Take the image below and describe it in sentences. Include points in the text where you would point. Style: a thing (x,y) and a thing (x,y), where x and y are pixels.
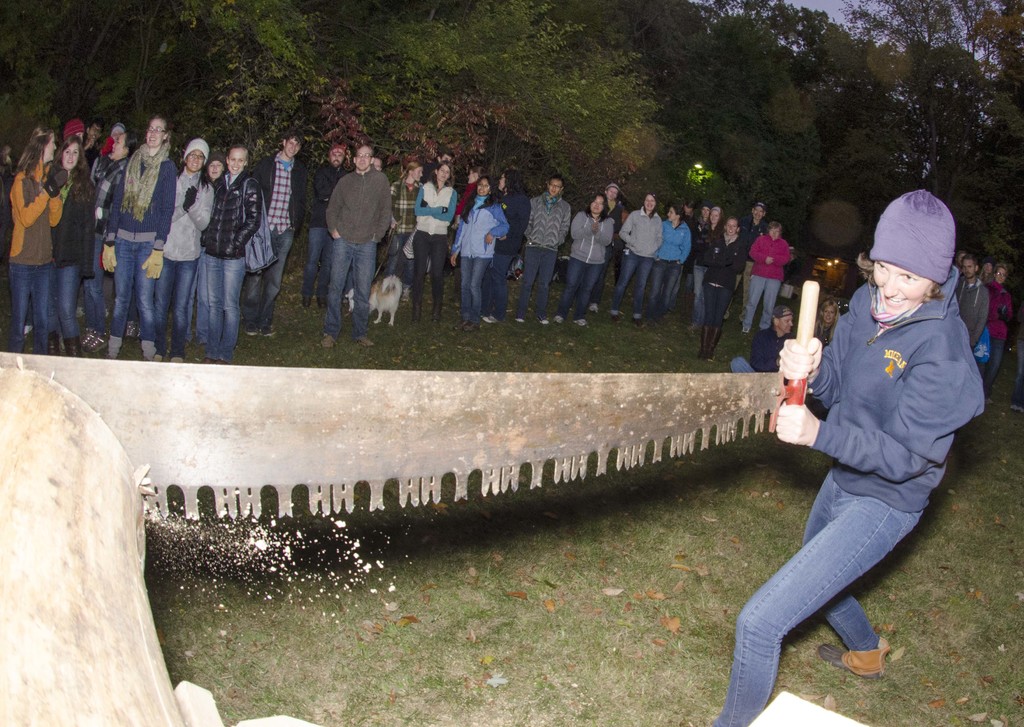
In this picture we can see a person (745,710) wore cap (907,192) and holding a hand saw (761,413) with hands (784,360) and cutting a wood (31,603) and in the background (11,342) we can see a group of people (166,282) standing on the ground (305,316), trees (213,124).
